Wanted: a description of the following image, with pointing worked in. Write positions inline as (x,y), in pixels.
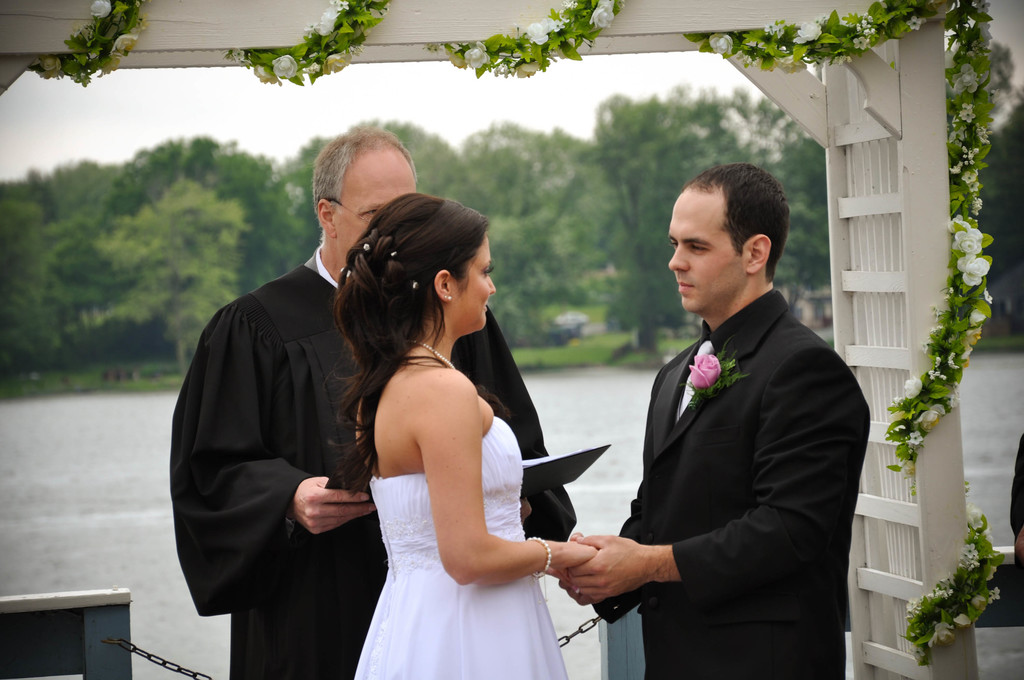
In this picture there is a man (789,365) standing and holding the hands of the woman (481,311) and there is a man (318,664) standing and holding the book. At the back (9,357) there are trees (20,219) and there is a building (818,319) and there might be vehicle (566,322). In the foreground (441,65) there is a decoration (473,52) on the wooden object (751,12). On the right side of the image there is a person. At the top (387,81) there is sky (401,74). At the bottom (152,464) there is water (157,453) and grass (580,347).
